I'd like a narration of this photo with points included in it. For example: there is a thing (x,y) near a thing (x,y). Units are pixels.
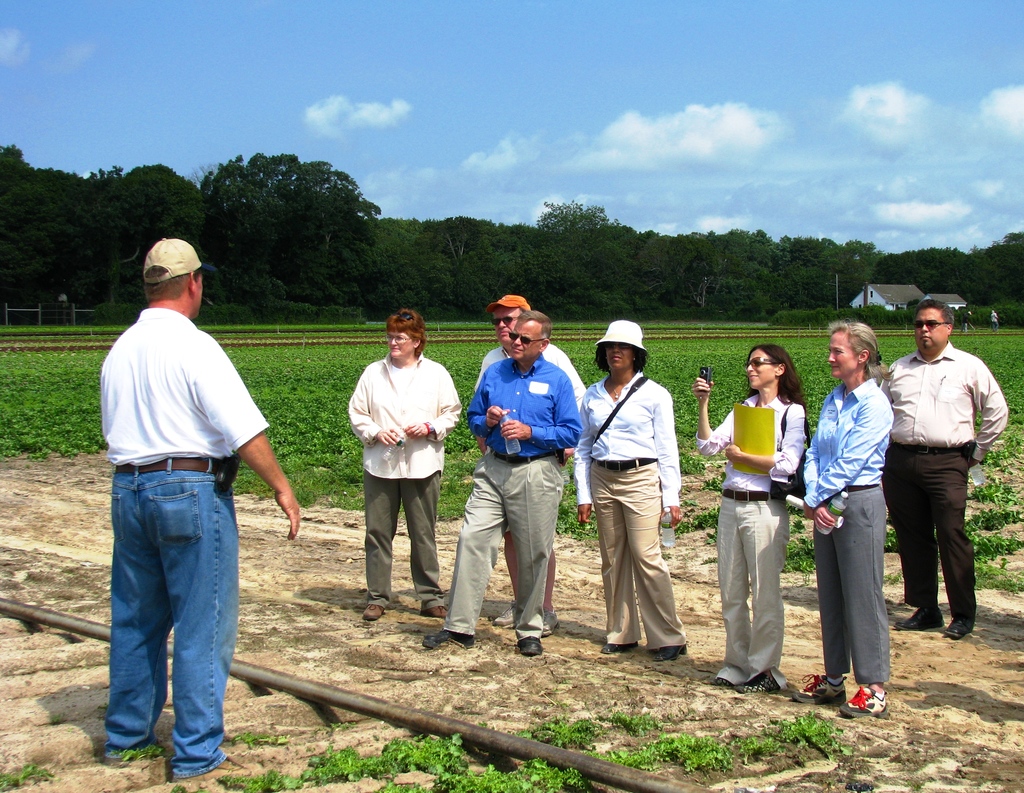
In the image we can see there are many people (556,496) standing, wearing clothes (624,605), shoes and some of them are wearing a cap (616,325) and goggles (753,358). There are many trees (731,250) around and we can even see building (909,291), grass (312,364) and cloudy pale blue sky (579,113).
